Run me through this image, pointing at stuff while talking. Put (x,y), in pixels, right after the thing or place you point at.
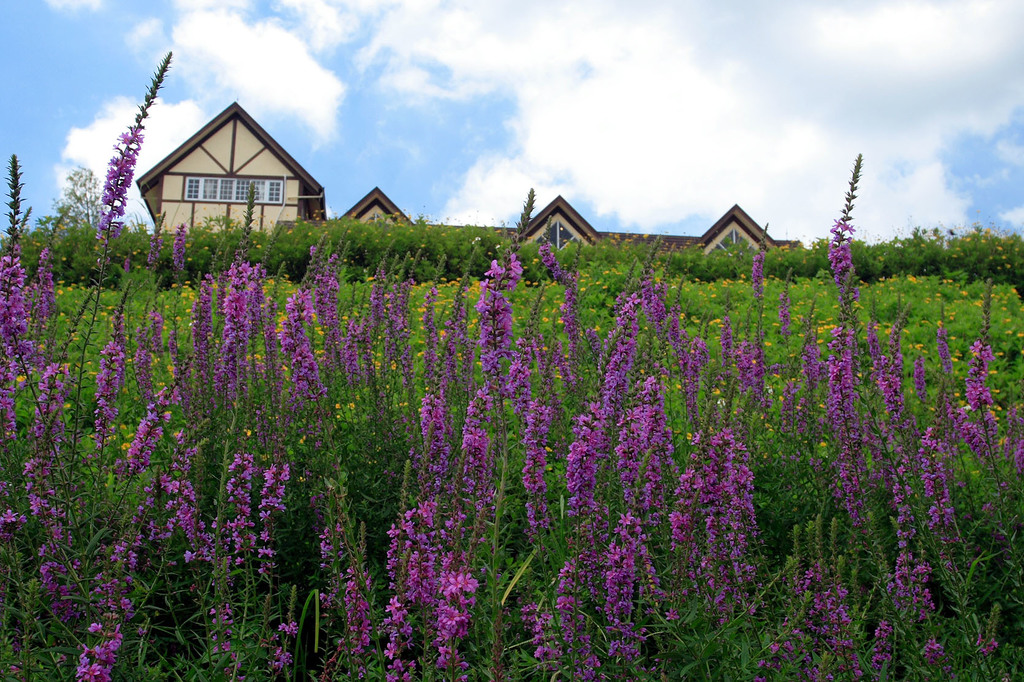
In the image we can see a building (571,212) and this is a window (231,201). Here we can see tiny flowers (270,472), purple in color. Here we can see plant (940,295) and cloudy pale blue sky (528,103).
